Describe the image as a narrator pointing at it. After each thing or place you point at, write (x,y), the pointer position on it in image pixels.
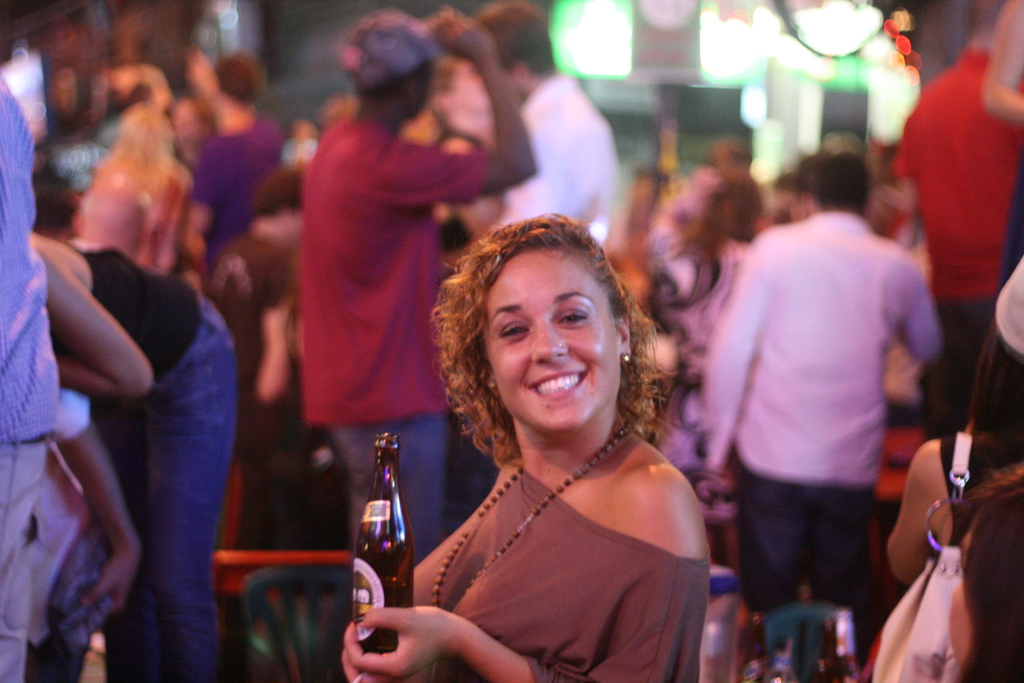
In this image, we can see people (494,430) and one of them is holding a bottle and there is a lady (977,434) wearing a bag (947,594) and we can see lights (705,51).
